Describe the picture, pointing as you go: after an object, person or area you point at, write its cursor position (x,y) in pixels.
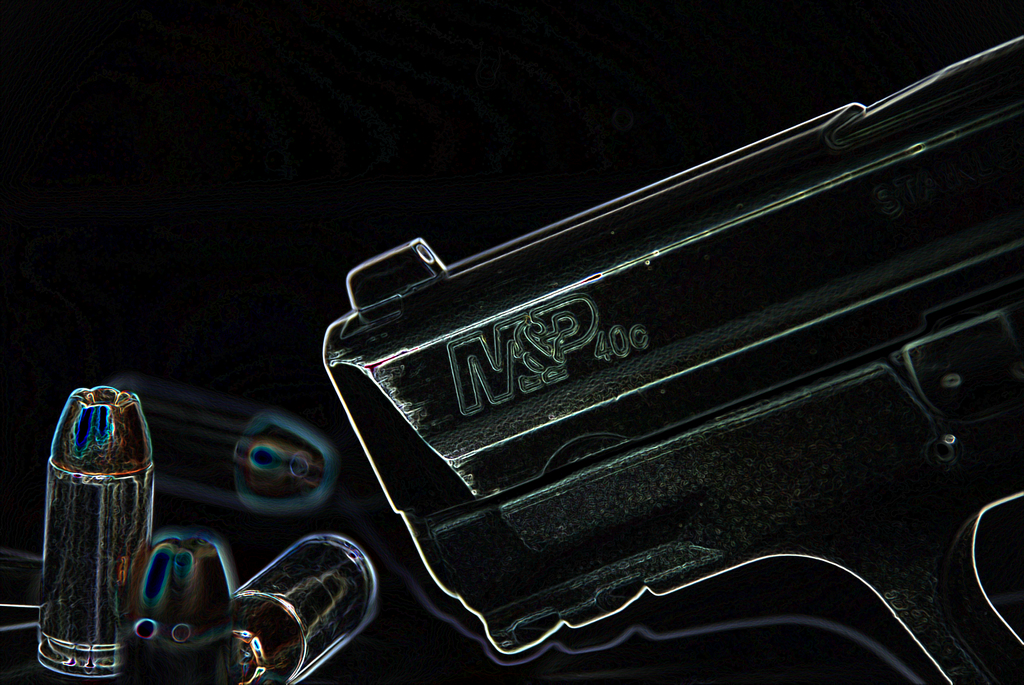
This image is a graphical image. The background (209,220) is dark. On the right side of the image (892,247) there is a gun (811,402) and on the left side of the image (139,590) there are a few bullets (161,547).
